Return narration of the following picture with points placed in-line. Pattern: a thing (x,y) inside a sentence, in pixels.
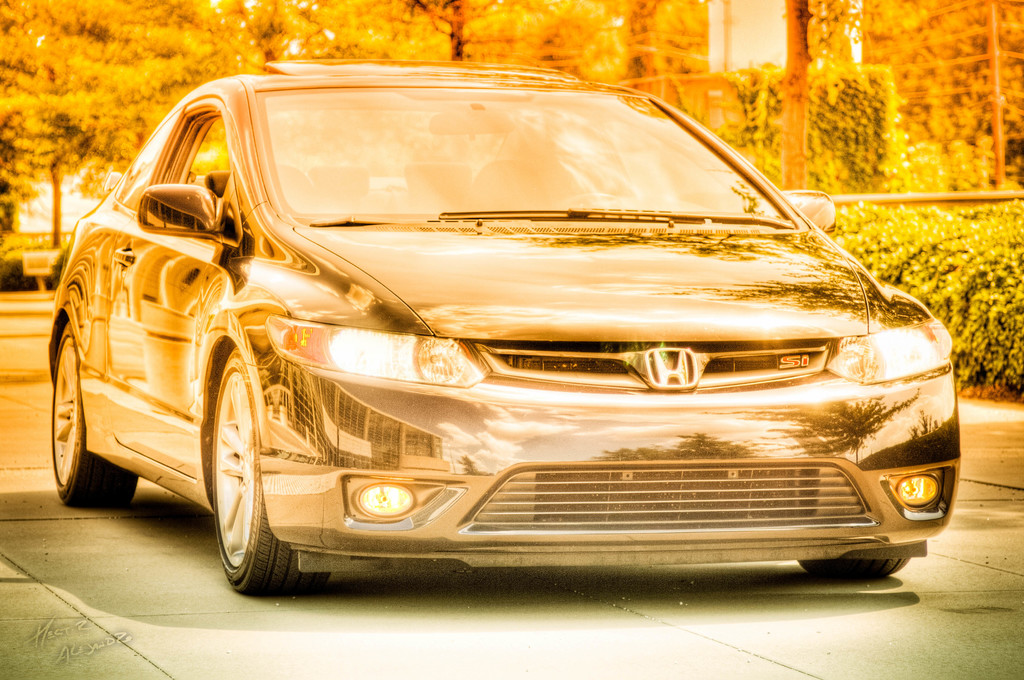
This is an edited image. Here I can see a car (263,364) on the ground (420,615). In the background (548,46) there are many trees (506,41). On the right side (966,311) there are some plants (966,311).
